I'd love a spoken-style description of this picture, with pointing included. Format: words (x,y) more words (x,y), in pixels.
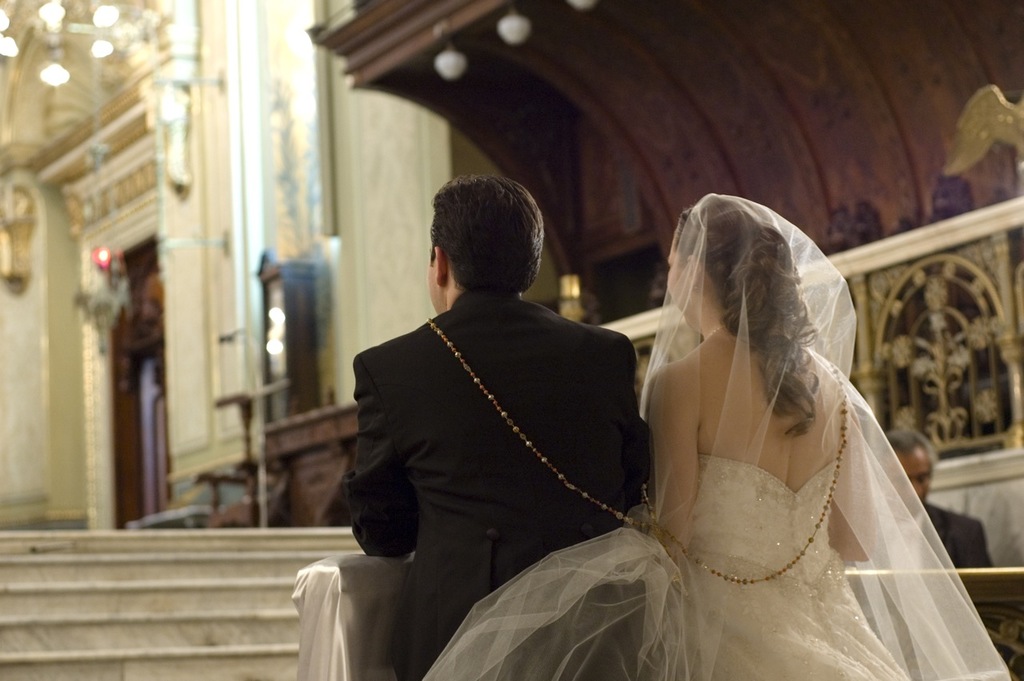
This is the picture of a place where we have a lady (687,534) in white gown (718,635) and the guy (512,468) and also we can see the staircase (30,532), lights (96,53) and some other things (16,346) around.
